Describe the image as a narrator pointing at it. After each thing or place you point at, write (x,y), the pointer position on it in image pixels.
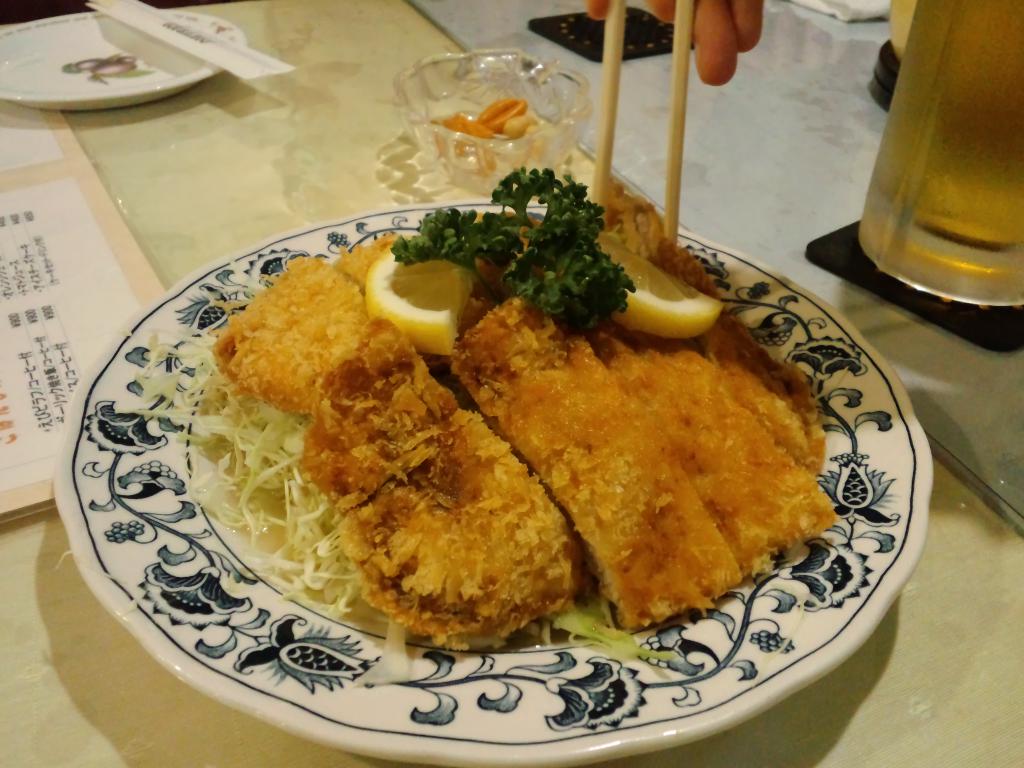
In this image we can see a table (797,247) on which there is a plate (403,290) in it there are food items (418,336). There are other objects (567,95) on the table (625,110). At the top of the image (747,9) there is person's hand (742,22).
